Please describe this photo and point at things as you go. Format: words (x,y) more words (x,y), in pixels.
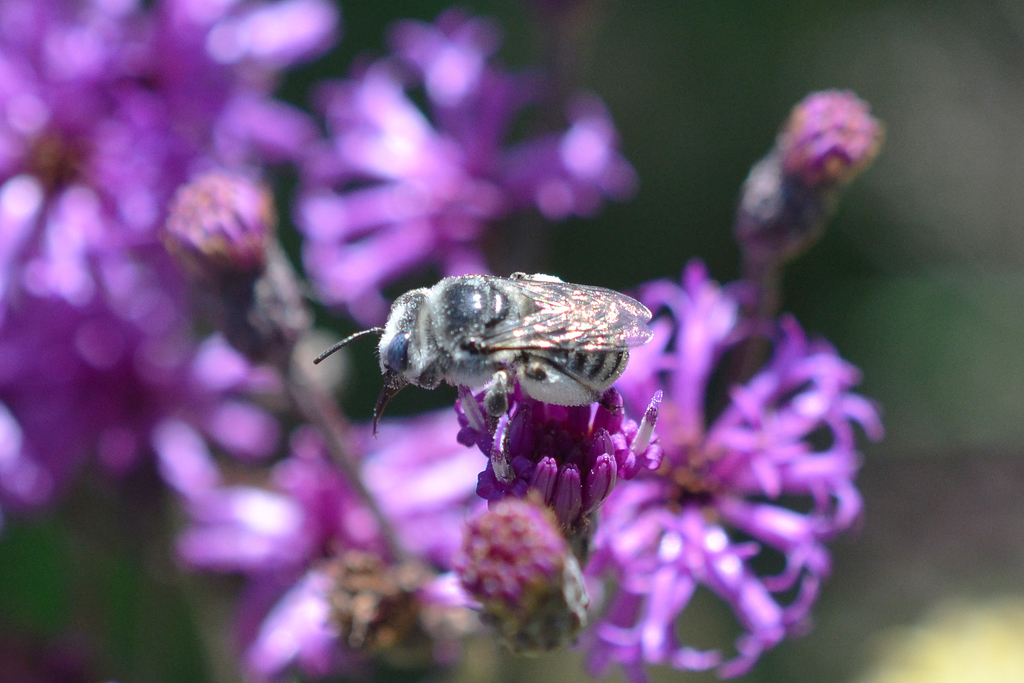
In the picture I can see an insect (470,376) on the purple color flower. The background of the image (20,174) is blurred, where we can see a few more purple color flowers (447,83).
